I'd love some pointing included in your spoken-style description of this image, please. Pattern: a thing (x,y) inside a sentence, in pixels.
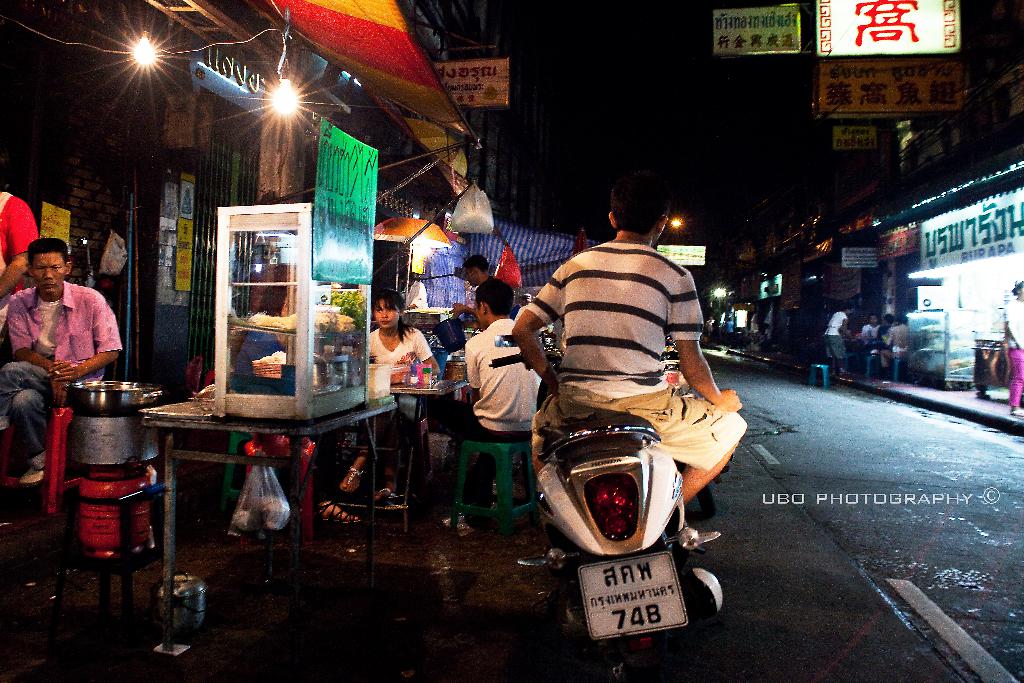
this is the image of the street (813,468) with the street food centers (991,305) and there is a person (526,320) sitting in the scooter (569,506) and there are few people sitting on a table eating the food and there a tent (423,68) at the top (440,111) and some name boards (936,234) and a stove (135,405) to cook food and some food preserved in the glass box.
